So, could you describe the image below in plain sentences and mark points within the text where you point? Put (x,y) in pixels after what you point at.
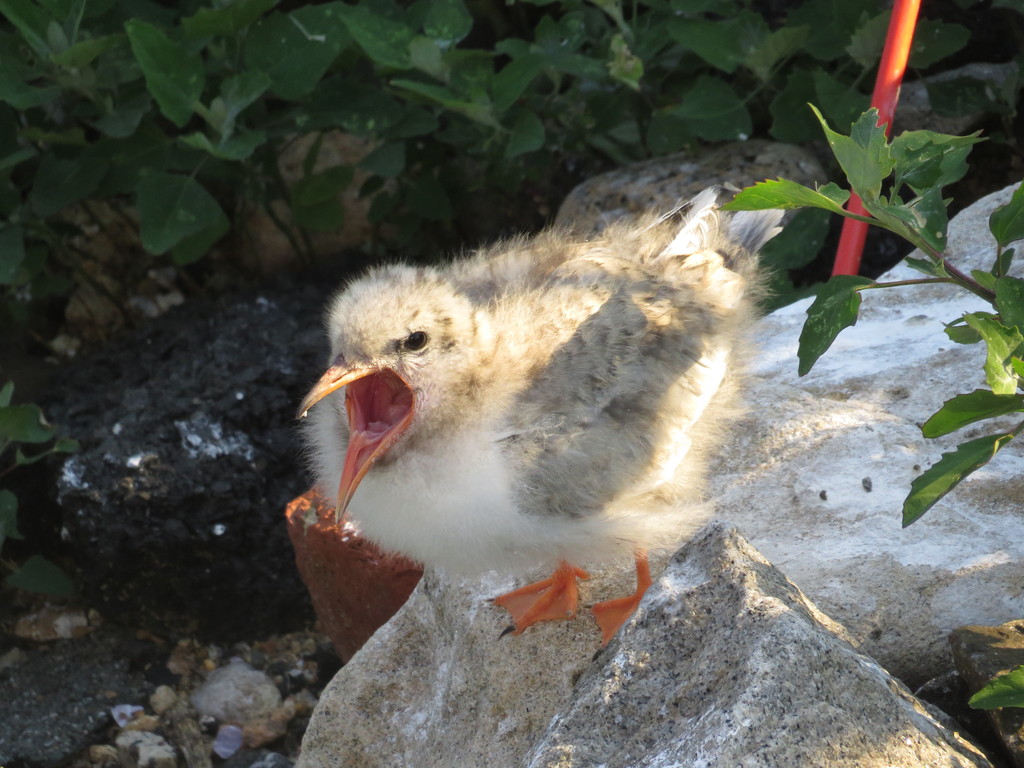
In this image I see a bird (732,329) which is white and grey in color and it is on the stone (743,556) and I see the green leaves (863,108).
